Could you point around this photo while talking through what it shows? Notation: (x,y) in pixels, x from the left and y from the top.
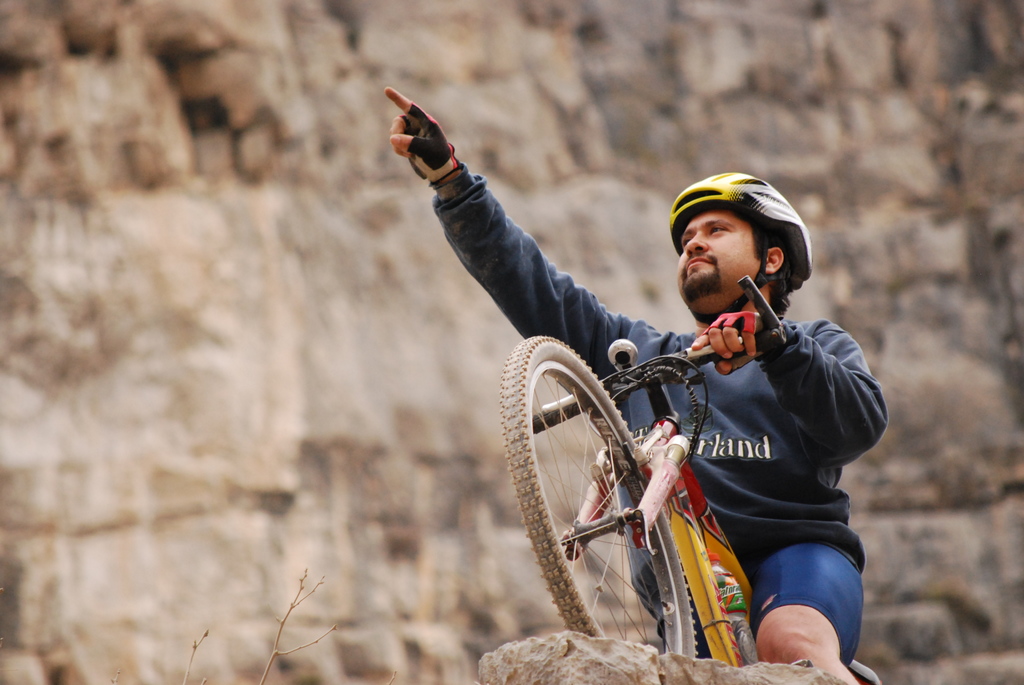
A man (756,450) wearing a sweatshirt (754,439) is holding a bicycle (687,502). He is wearing a helmet (728,196) on his head (754,264). To the both hands (742,321) he is having a gloves (435,154). He stood on the top of the rock (592,656).
